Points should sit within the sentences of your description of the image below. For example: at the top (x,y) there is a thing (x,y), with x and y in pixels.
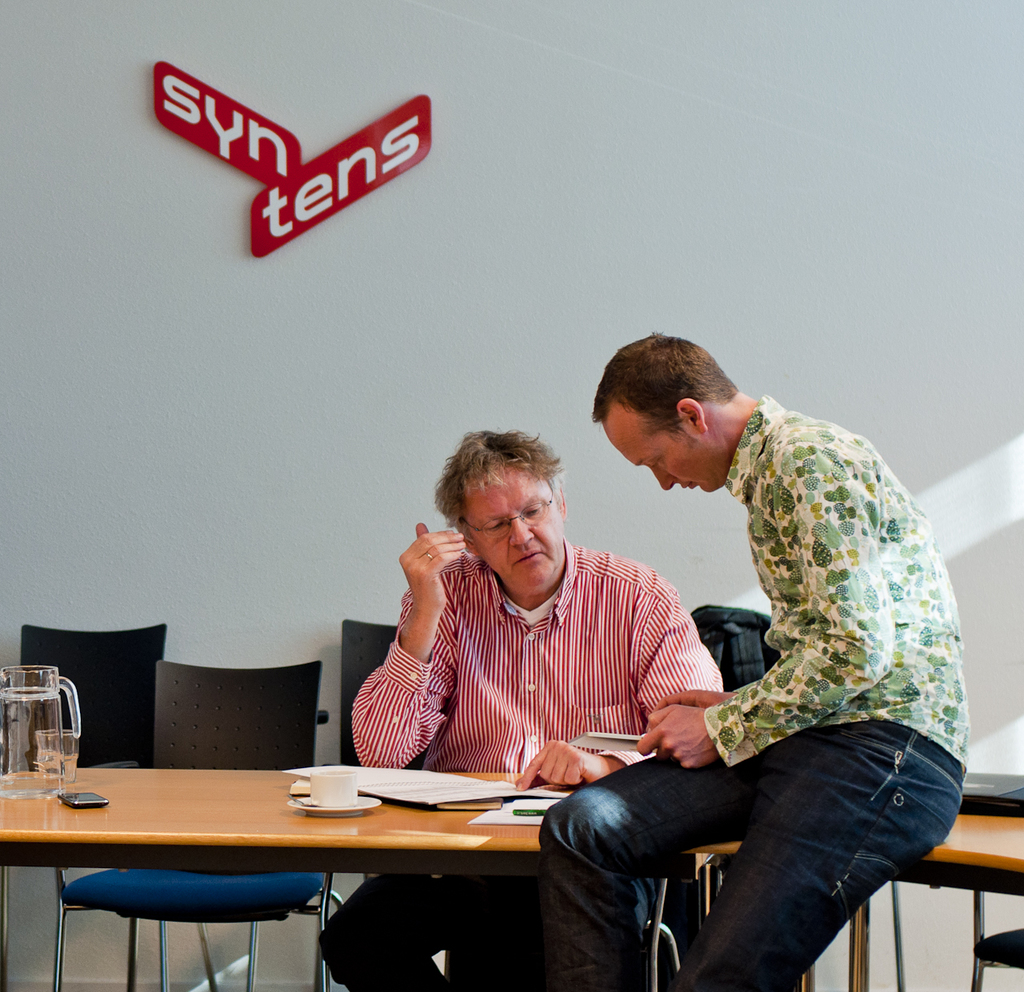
This image is taken in a room (758,65). There are two persons (606,618) in this room (704,550). In the middle of the image (634,599) a man (493,886) is sitting on a chair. In the right side of the image (719,411) a man (545,879) is sitting on a table (976,885). At the bottom of the image (105,784) there is a table (217,813) and on it there is a jug (44,787) with water (22,715), glass (72,772), mobile (82,804), cup (354,798), saucer (351,811) and few papers (470,799) were there. At the background (758,200) there is a wall (527,122) and a board (343,166) with a text (324,181) and a few empty chairs (219,766) were there.
